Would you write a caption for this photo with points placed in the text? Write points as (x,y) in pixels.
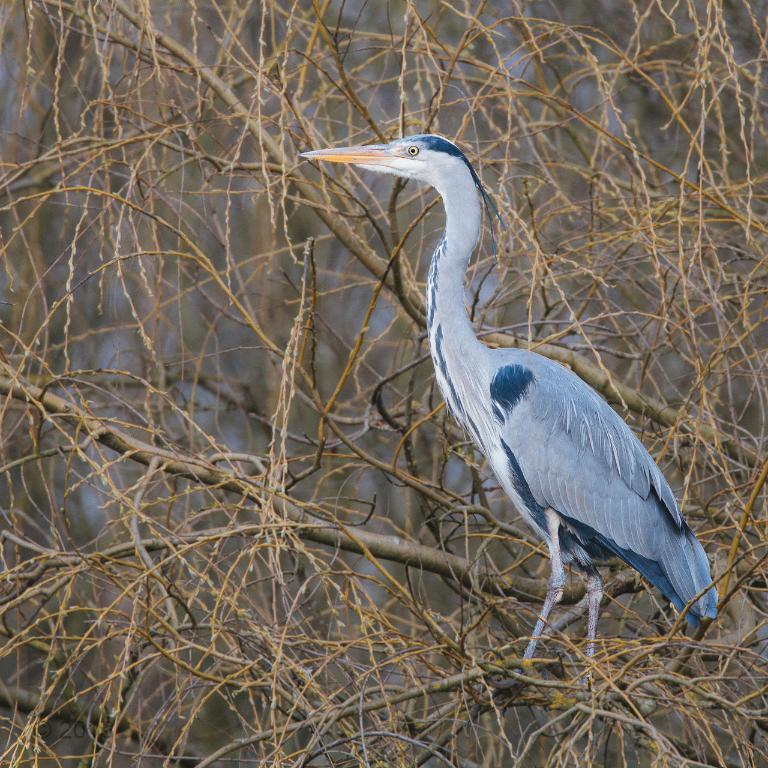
In this image we can see one bird (593,573) on the dried tree (585,595), some dried trees (570,602) and the background (688,15) is blurred.
